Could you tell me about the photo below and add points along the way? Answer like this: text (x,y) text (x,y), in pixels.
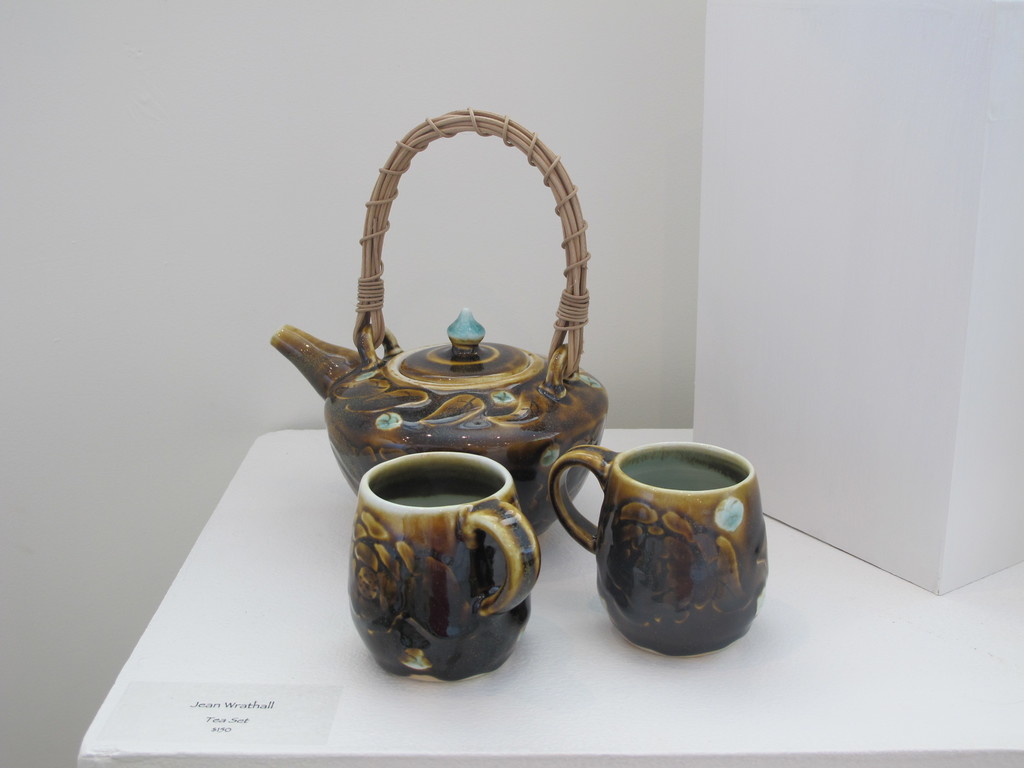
This picture seems to be clicked inside. In the center (412,451) there is a kettle (450,405) and two cups (469,578) placed on the white color object (323,629) seems to be a table (671,693). In the background (334,52) there is a wall (133,165) and we can see the text (245,722) on the table (172,747).
